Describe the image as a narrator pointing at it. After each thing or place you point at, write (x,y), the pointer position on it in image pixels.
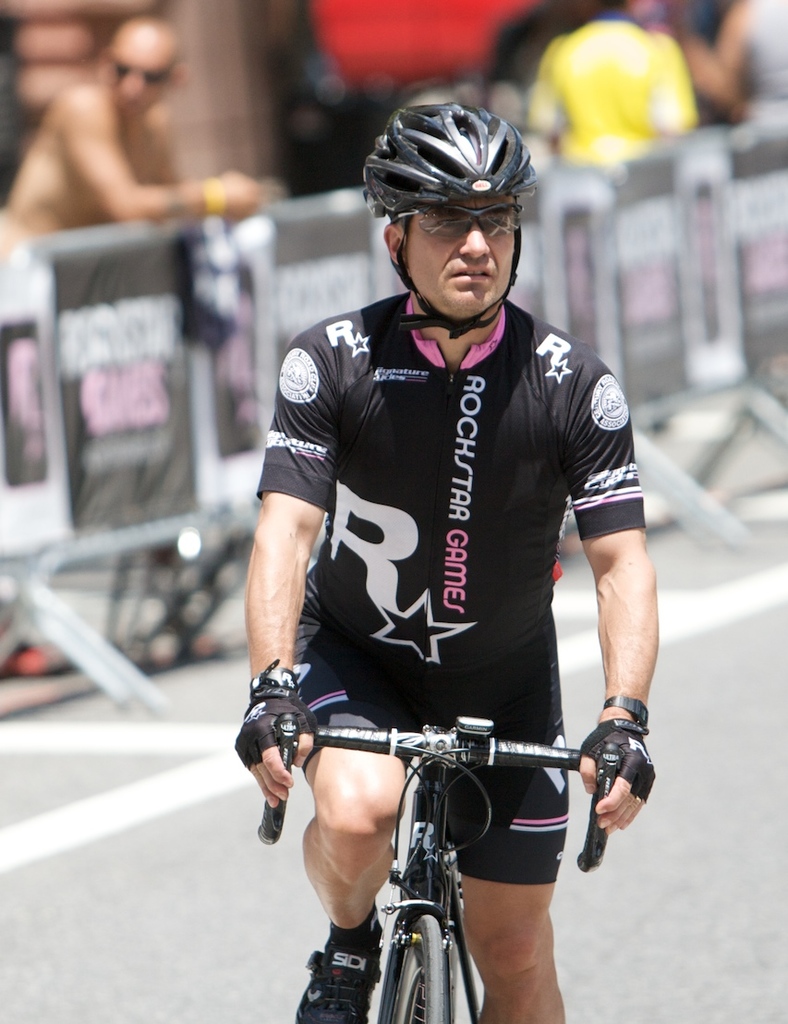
There is a man (458,676) sitting and riding bicycle (419,1003) on the road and wore helmet (445,185) and glasses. In the background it is blurry and we can see people (163,112).
